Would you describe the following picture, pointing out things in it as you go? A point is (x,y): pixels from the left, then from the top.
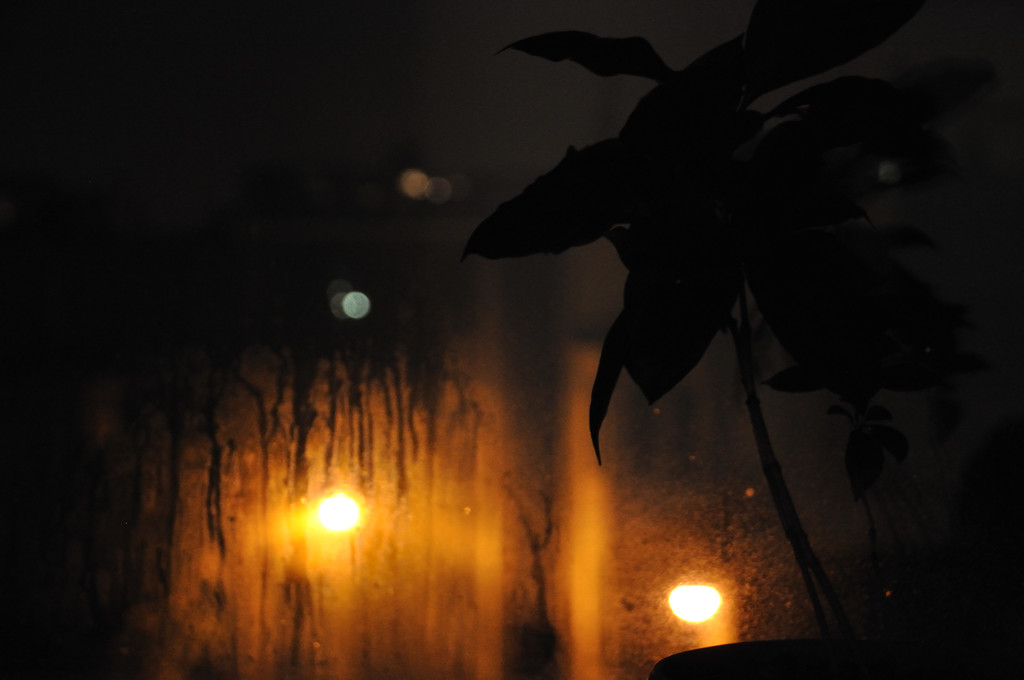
In this picture I can see a plant (878,302) and a glass (315,382), from the glass (419,584) I can see couple of lights (689,611) and a dark background (157,46).
